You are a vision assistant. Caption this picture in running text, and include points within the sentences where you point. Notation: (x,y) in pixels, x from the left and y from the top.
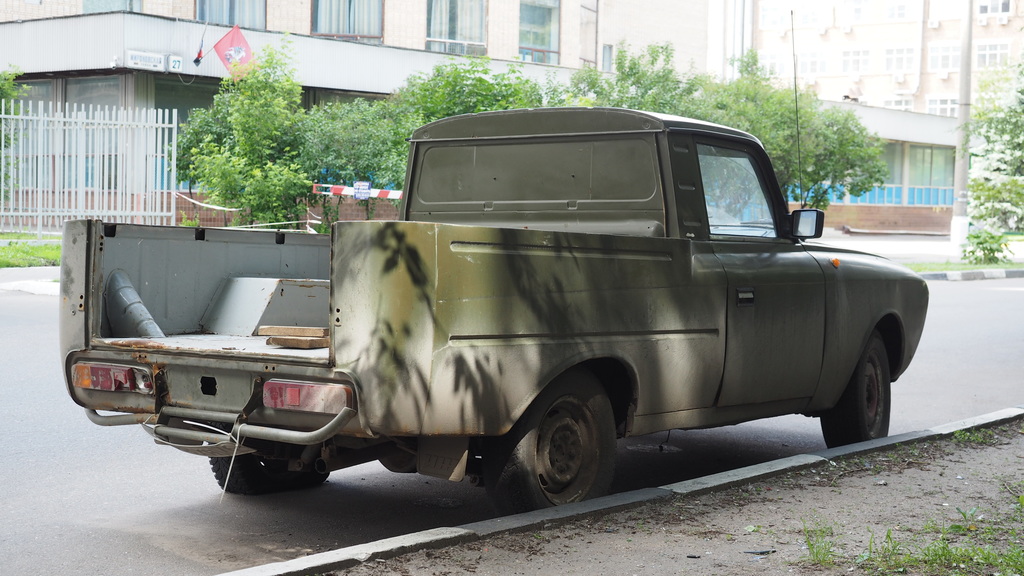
This picture shows a mini truck (510,150) on the road (27,385) and we see few buildings (570,76) and trees (988,192) and we see a flag (219,50) to the building (210,93) and a metal fence (83,136) and couple of poles (963,97).
